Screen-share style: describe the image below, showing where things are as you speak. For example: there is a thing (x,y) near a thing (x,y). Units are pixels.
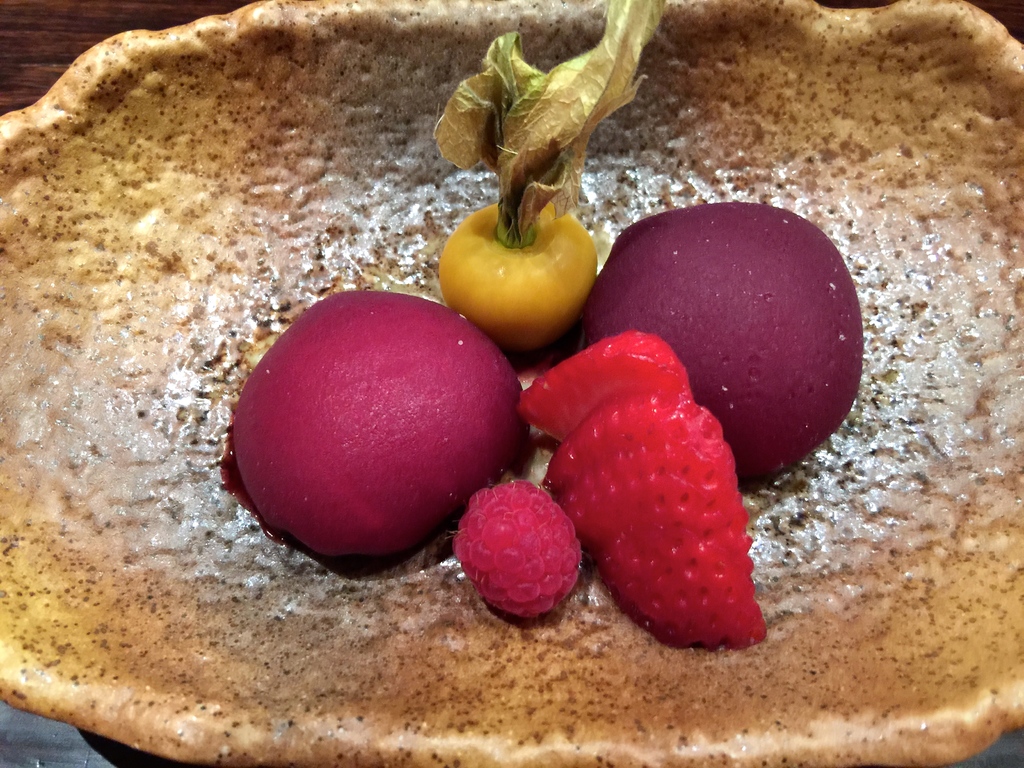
In this image there are some fruits (652,388), and at the bottom (597,694) it looks like a bowl (815,601) and wooden table (84,736).
